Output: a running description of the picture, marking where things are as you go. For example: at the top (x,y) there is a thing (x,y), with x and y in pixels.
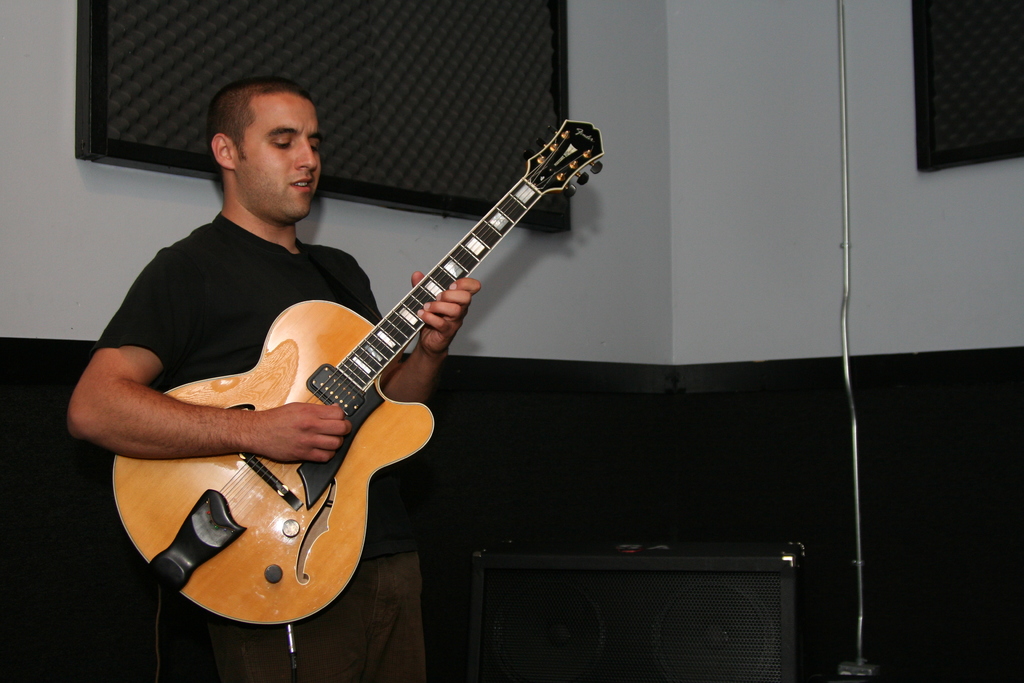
In this image there is a man (218,307) standing. He is holding and playing a guitar (349,418) in his hand (433,307). There is a speaker (533,595) beside him. In the background (720,281) there is wall (715,231).
